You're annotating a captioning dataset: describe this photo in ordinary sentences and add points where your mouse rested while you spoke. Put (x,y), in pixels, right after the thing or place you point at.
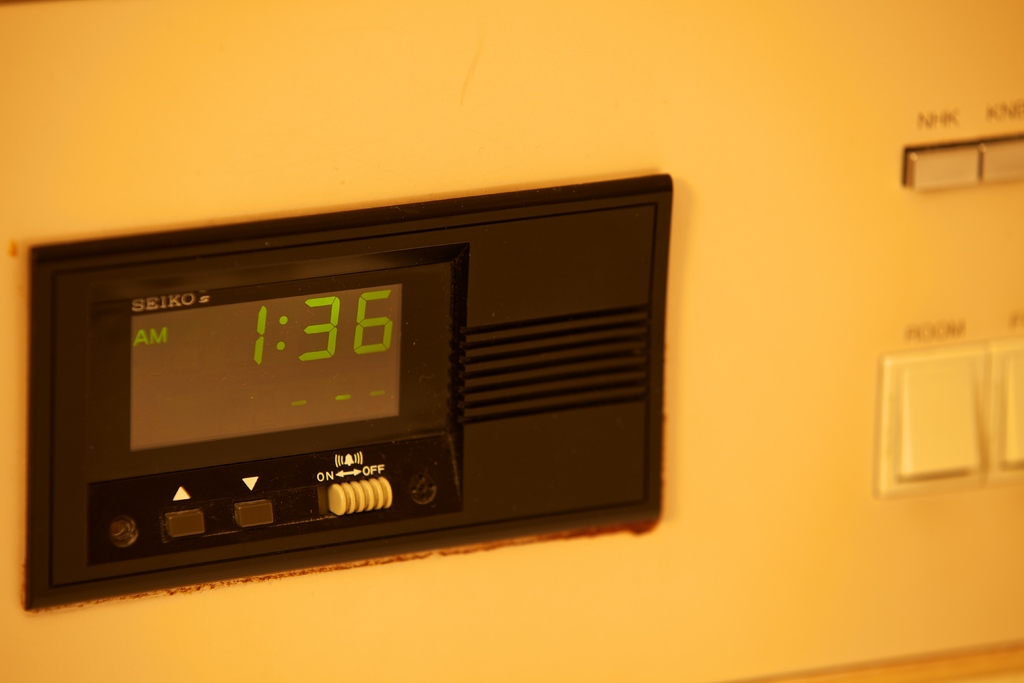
In the picture I can see a black color LED display board (288,338) with some buttons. The right side of the image (908,435) is blurred, where we can see switches (933,443) and buttons (1010,150).
